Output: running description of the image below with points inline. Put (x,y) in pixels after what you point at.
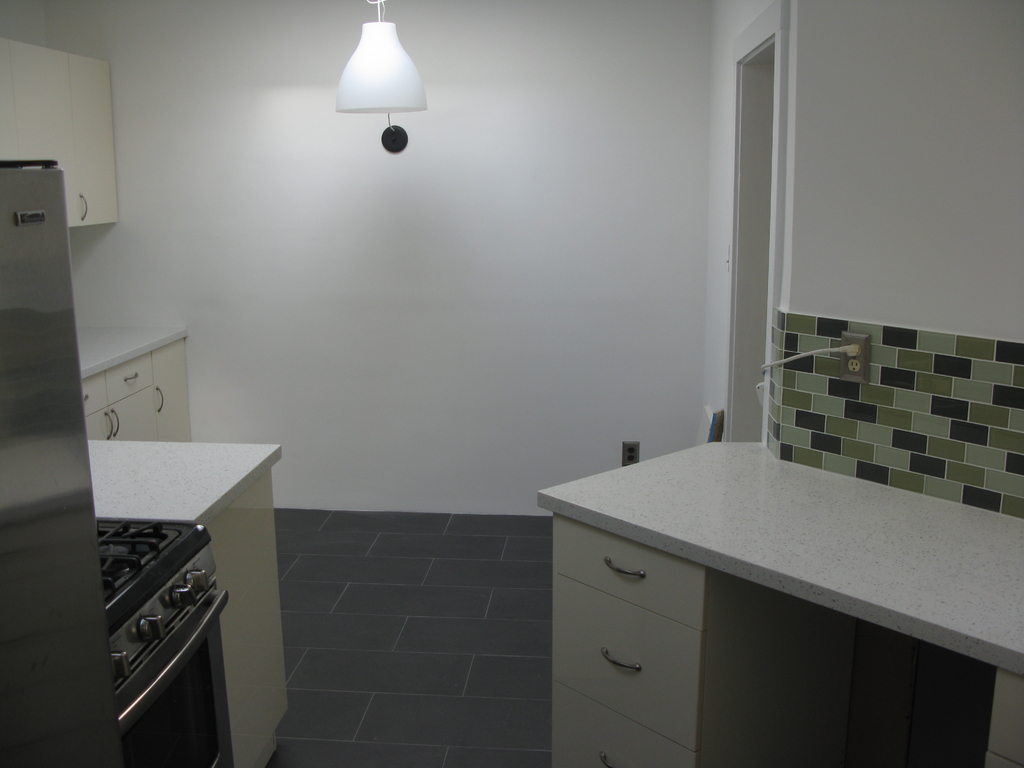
This picture describes about inside view of a room (428,490), in this we can find few cupboards (575,618), oven (213,714), gas stove (186,526), refrigerator (41,291) and a light (374,87).
